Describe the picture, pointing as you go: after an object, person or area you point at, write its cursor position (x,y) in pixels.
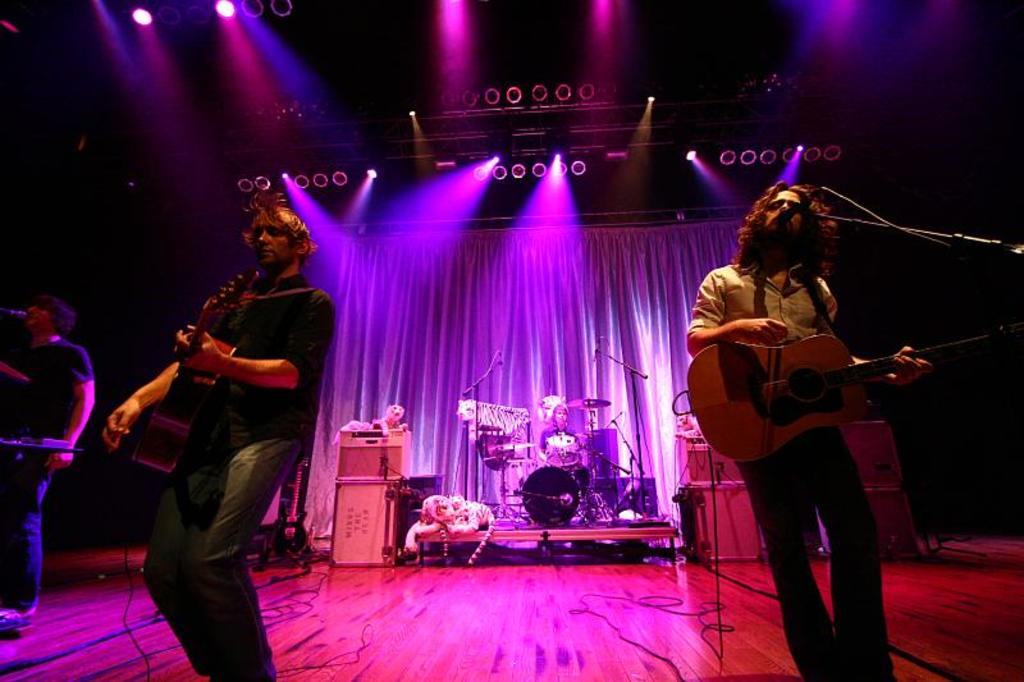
In this image, there are two persons (710,286) wearing clothes (204,463) and playing a guitar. The person (756,258) who is on the right side of the image (785,245) standing in front of mic (925,231). The person (43,388) who is in the bottom left of the image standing in front of mic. There is a person (555,427) and some musical instruments (524,454) at the bottom of the image (579,474). There are some lights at the top (575,173).
